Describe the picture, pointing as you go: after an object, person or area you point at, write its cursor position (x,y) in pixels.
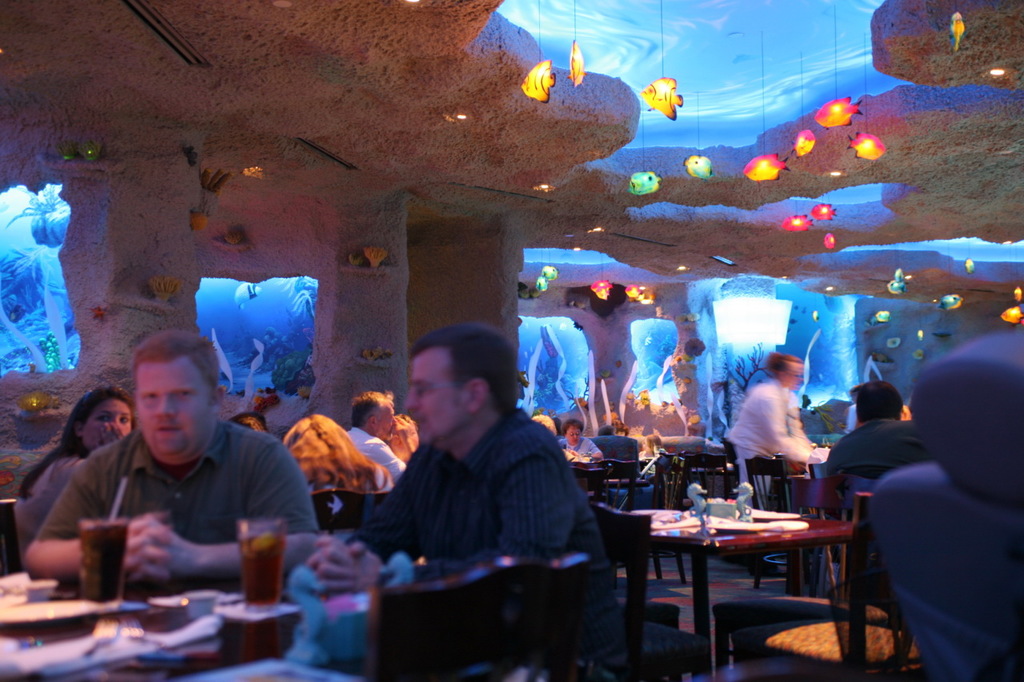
Group of people (417,503) sitting on the chairs (605,524) and this person (779,452) standing. We can see tables (181,584) and chairs (647,545), on the table (226,585) we can see glasses (271,539) and things (341,601). On the top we can see toy fishes (828,216). On the background (483,260) we can see wall (152,259).
